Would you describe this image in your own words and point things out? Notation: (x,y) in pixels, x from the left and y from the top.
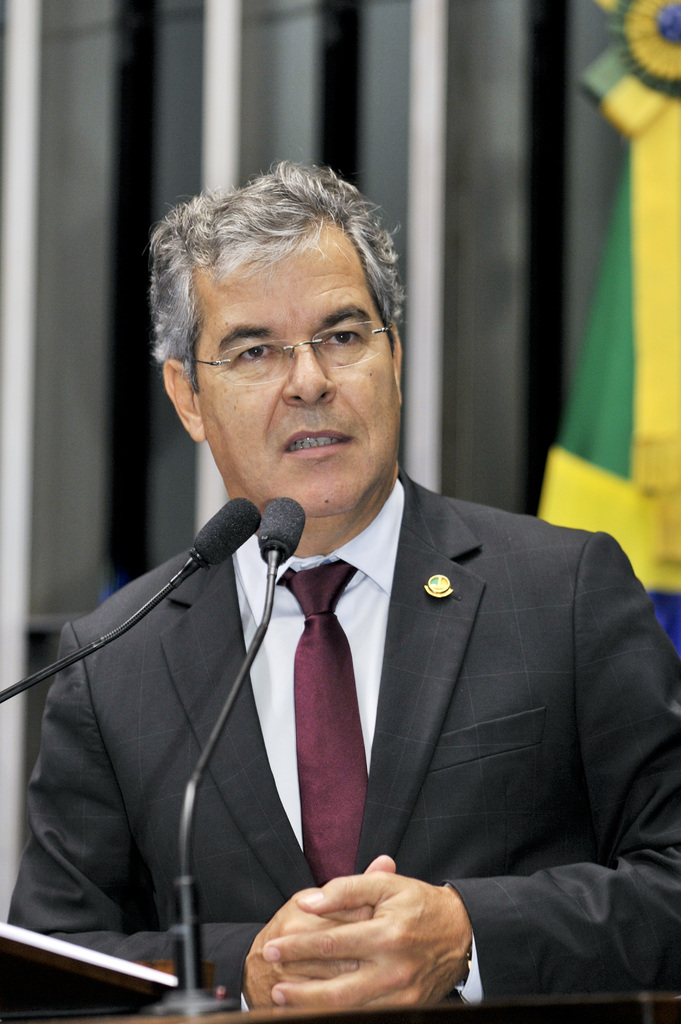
In the foreground of this image (348,635), there is a man (411,771) wearing suit (390,637) standing in front of two mics (273,555). In the background (663,245) on the right (637,301), it seems like a flag (641,291) and remaining objects (325,107) are not clear.
